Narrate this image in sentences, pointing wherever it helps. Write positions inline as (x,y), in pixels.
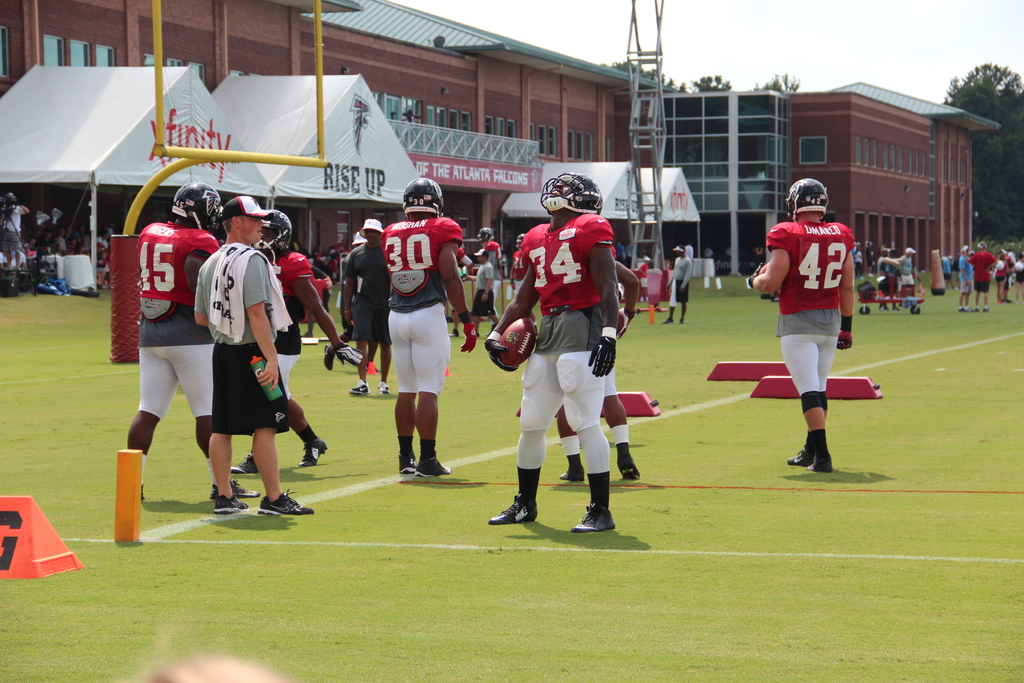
In this picture we can see the buildings (477,186), sheds (677,203), rods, trolley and some people (605,362) are playing and some of them are standing. In the center of the image (537,258) we can see a man (597,347) is standing and holding a ball (513,350). At the bottom of the image (381,522) we can see the ground (479,472). At the top of the image (911,15) we can see the sky (697,68). On the right side of the image (967,87) we can see the trees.
